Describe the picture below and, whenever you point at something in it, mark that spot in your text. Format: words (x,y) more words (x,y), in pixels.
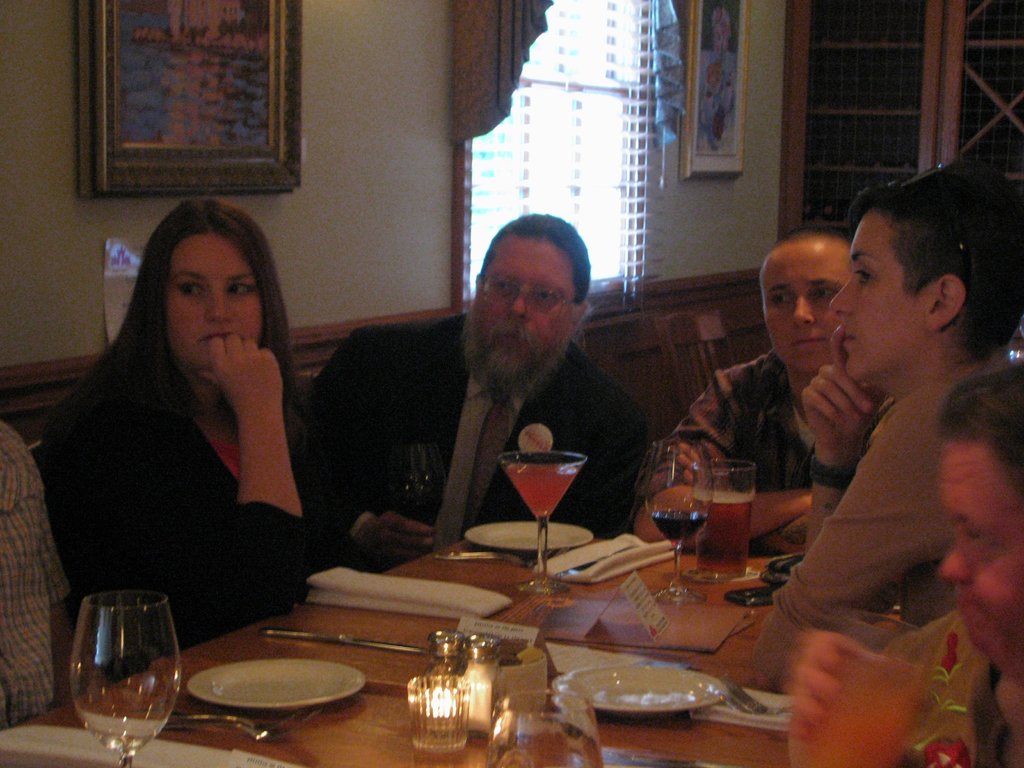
This is an inside view. In this image we can see few people (746,410) are sitting around the table (381,752). On the table (338,753) there are many glasses (155,713), bowls (331,690), tissue papers (608,572), spoons (244,729) are there. In the background (323,264) there is a wall (374,110), two frames (292,55) are attached to this wall (304,53) and also I can see a window (573,122).
